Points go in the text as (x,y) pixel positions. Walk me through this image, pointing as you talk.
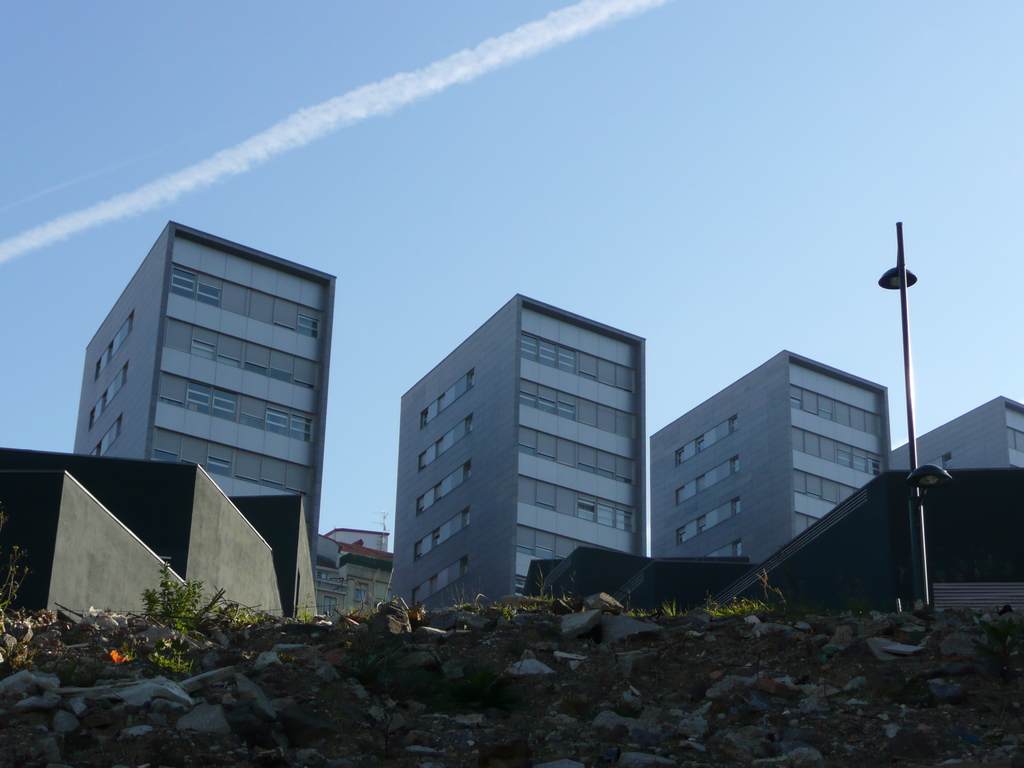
In this image I can see the ground (580,697), few plants (463,677), few rocks (209,679) and a pole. In the background (877,576) I can see few buildings (852,469) and the sky (522,166).
